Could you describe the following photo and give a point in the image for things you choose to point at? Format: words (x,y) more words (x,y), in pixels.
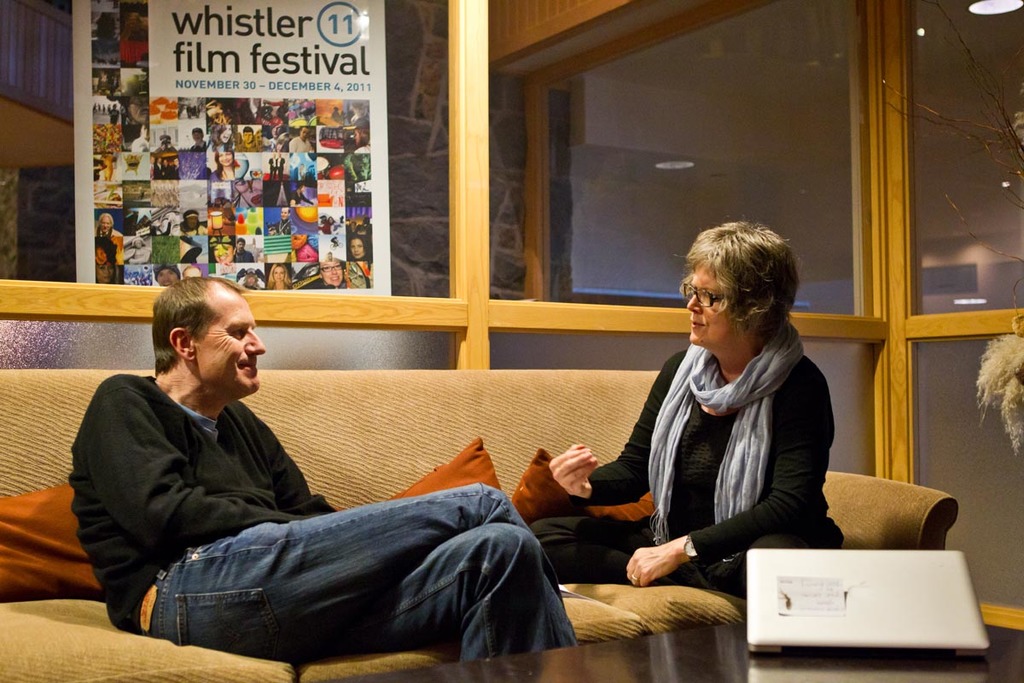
In this image there are two persons (181,344) sitting on sofa (87,607) having some cushions (528,521) on it. Right side person (718,586) is wearing a glasses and a scarf (758,406) and having a watch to her hand (662,563). There is a poster (353,176) at the backside of them. There is a laptop (867,625) on table (743,653) before them.
